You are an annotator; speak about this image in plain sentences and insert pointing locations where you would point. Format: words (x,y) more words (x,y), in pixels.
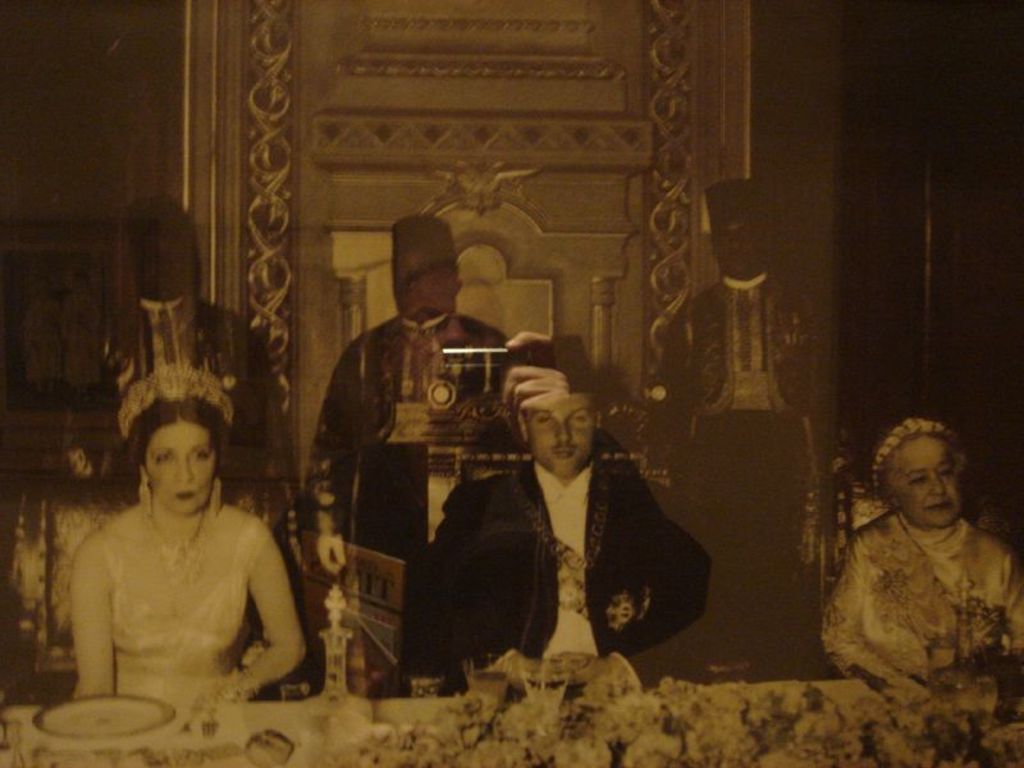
In this image in the foreground (223,622) there are three persons (96,584) who are sitting on chairs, in front of them there is one table (194,736). On the table (261,720) there are some plates (105,725), glasses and some flower bouquets (641,734). And in the background (419,277) there are three persons (774,312) who are standing and there is a wall (251,262) and one photo frame (105,382).
